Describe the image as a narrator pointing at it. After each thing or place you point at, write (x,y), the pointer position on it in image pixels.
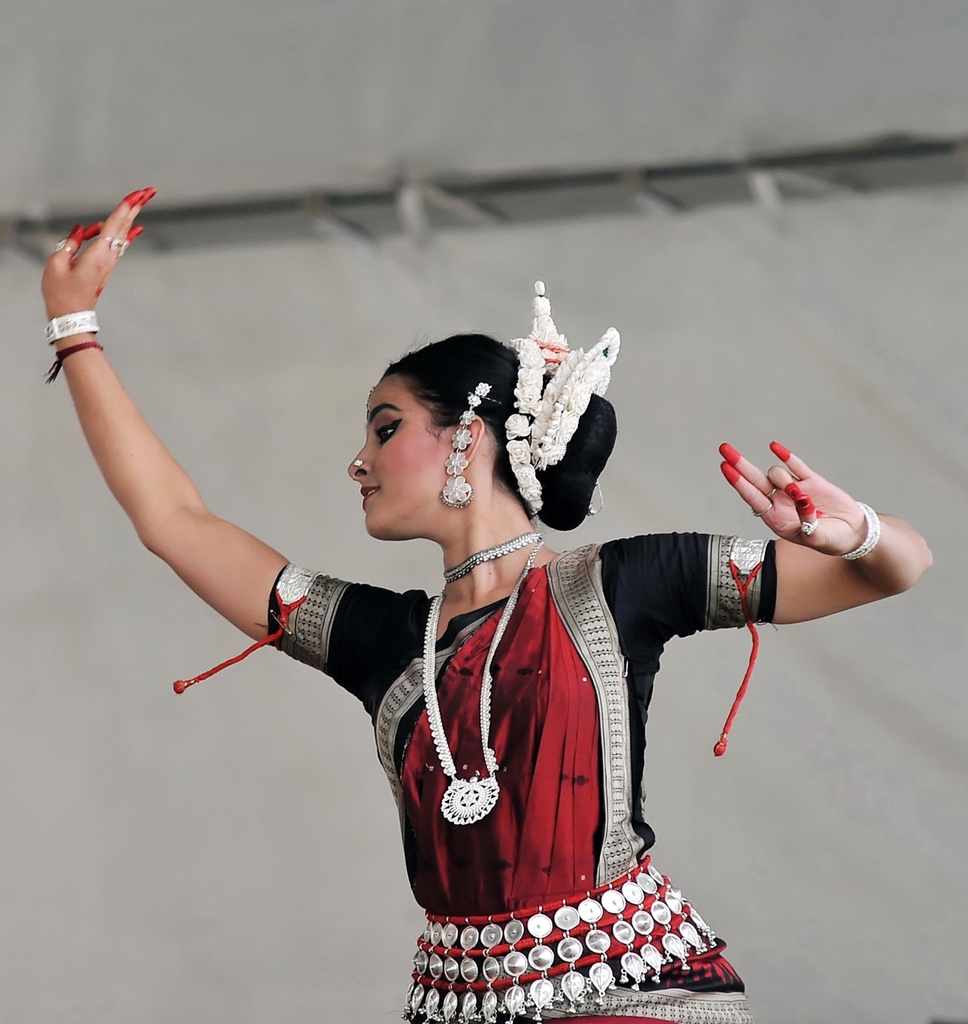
In this picture in the front (510,743) there is a woman (521,855) dancing. And in the background (228,500) there is a white colour curtain (672,237).
